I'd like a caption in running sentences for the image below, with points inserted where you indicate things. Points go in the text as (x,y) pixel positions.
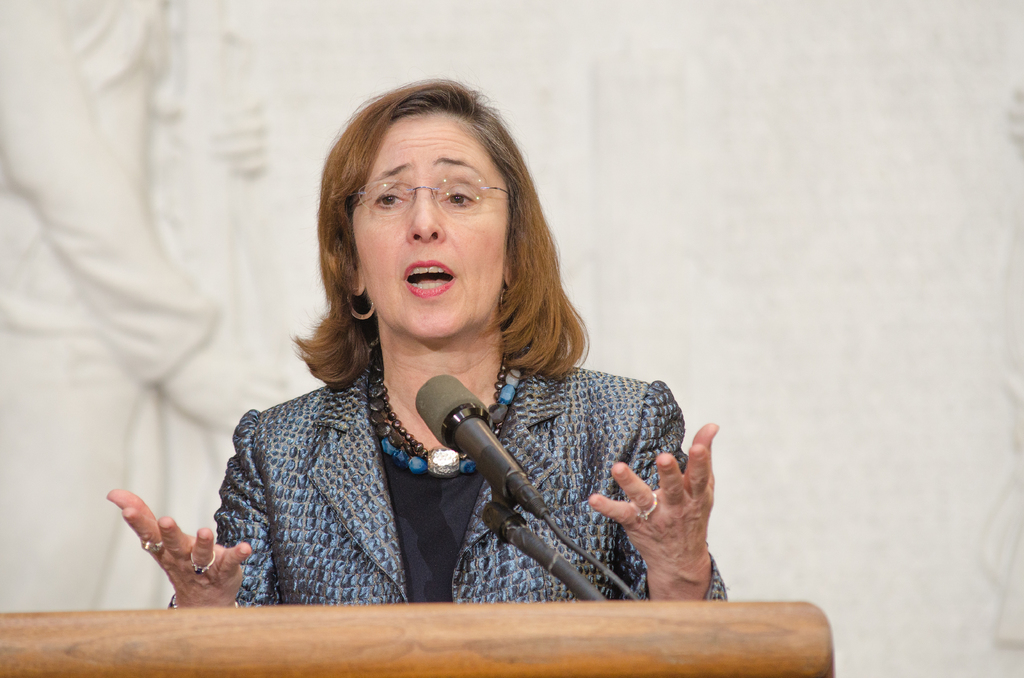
There is a woman (432,292) wore spectacle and talking, in front of this woman (476,358) we can see microphone (557,528) on the wooden surface (646,615). In the background (316,118) it is white.
